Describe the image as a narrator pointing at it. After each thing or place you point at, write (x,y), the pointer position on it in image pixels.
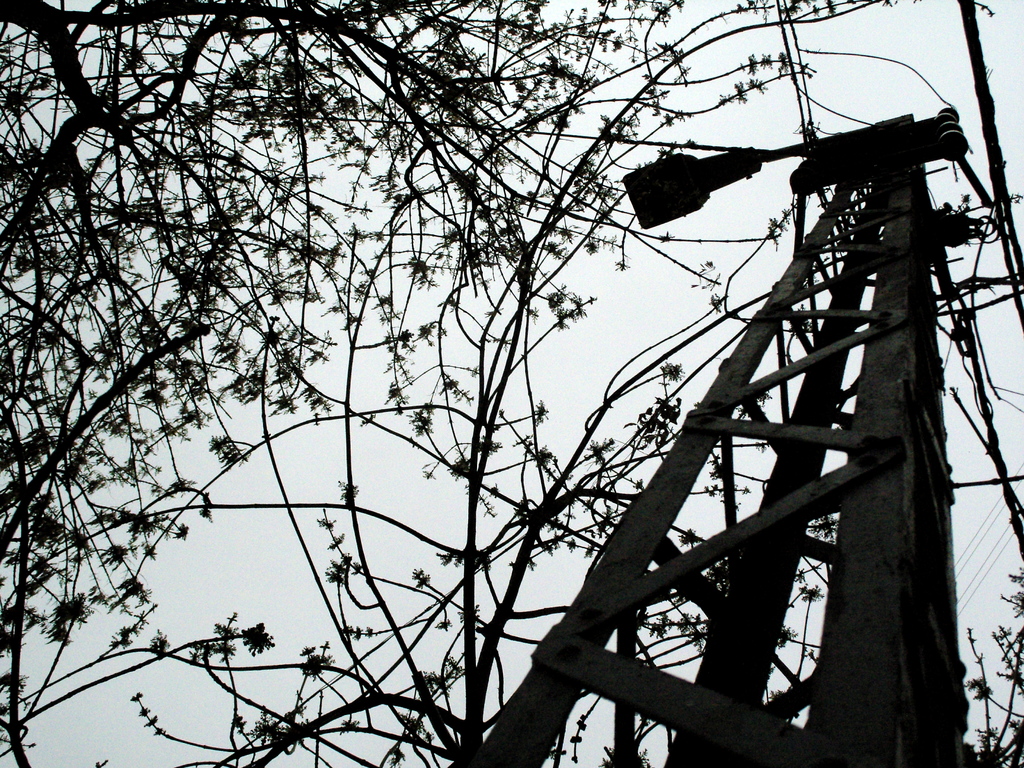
In this image I can see tree branches (24,201), poles (900,284), the sky (316,380) visible.
